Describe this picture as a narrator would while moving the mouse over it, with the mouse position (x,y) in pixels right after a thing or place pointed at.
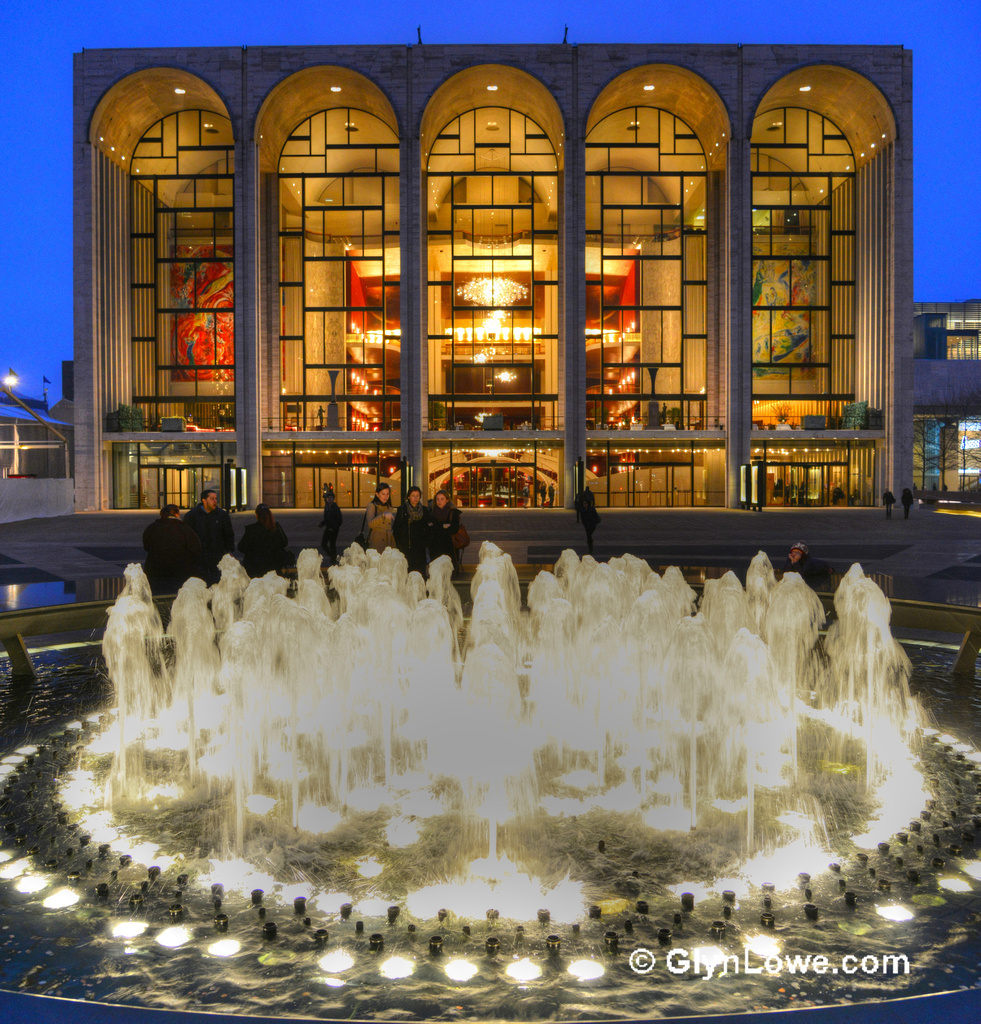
At the bottom of the picture (631,857), we see the fountains (450,896). Behind that, there are people (447,530) standing. Behind that, we see a man (588,534) in black shirt (583,496) is walking on the plaza (684,535). In the background (594,350), there are buildings (594,323). At the top of the picture (21,169), we see the sky (195,36), which is blue in color.
